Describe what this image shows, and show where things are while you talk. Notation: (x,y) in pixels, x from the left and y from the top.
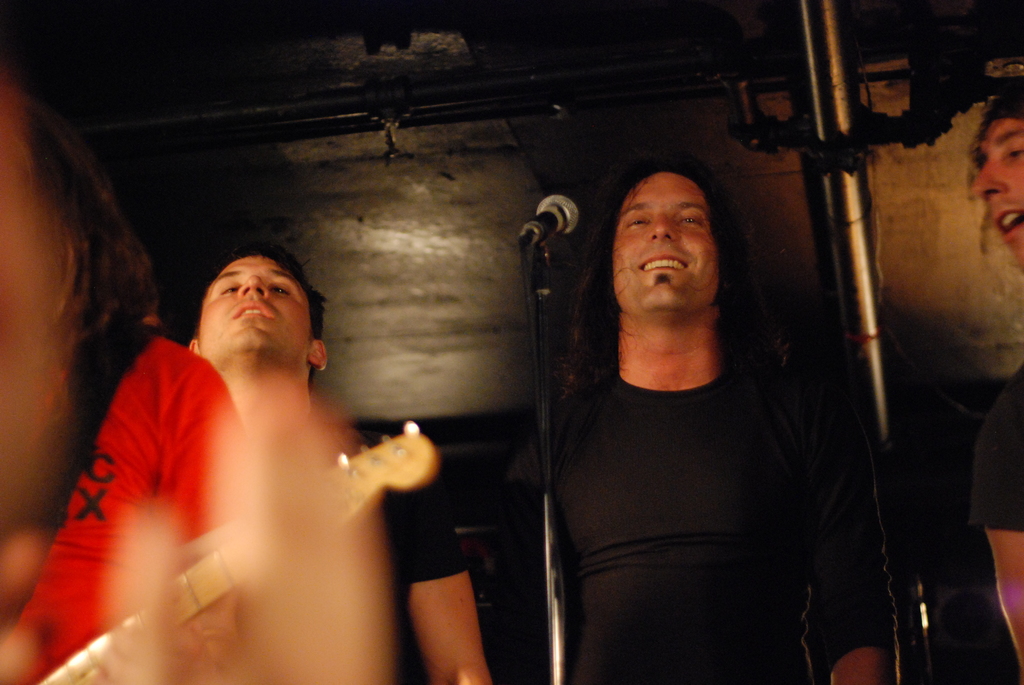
In this image we can see people (10,539). in the center (538,331) there is a mic (552,209) placed on the stand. on the left (102,645) there is a person (120,616) holding a guitar (81,658). in the background (453,221) there is a wall (582,169) and we can see a pipe (841,249).
